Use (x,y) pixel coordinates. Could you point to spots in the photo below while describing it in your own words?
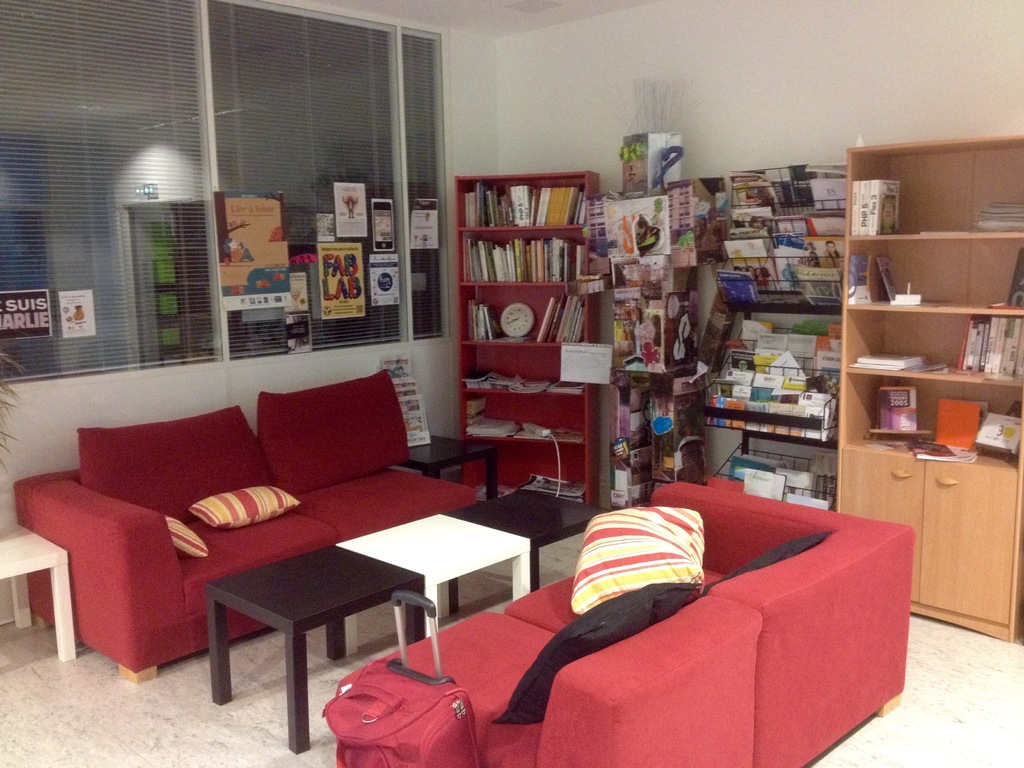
In the image I can see some sofas (385,529) on which there are some pillows (539,693), tables (472,539) and some shelves (589,399) in which there are some books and some other things (817,399) arranged.
